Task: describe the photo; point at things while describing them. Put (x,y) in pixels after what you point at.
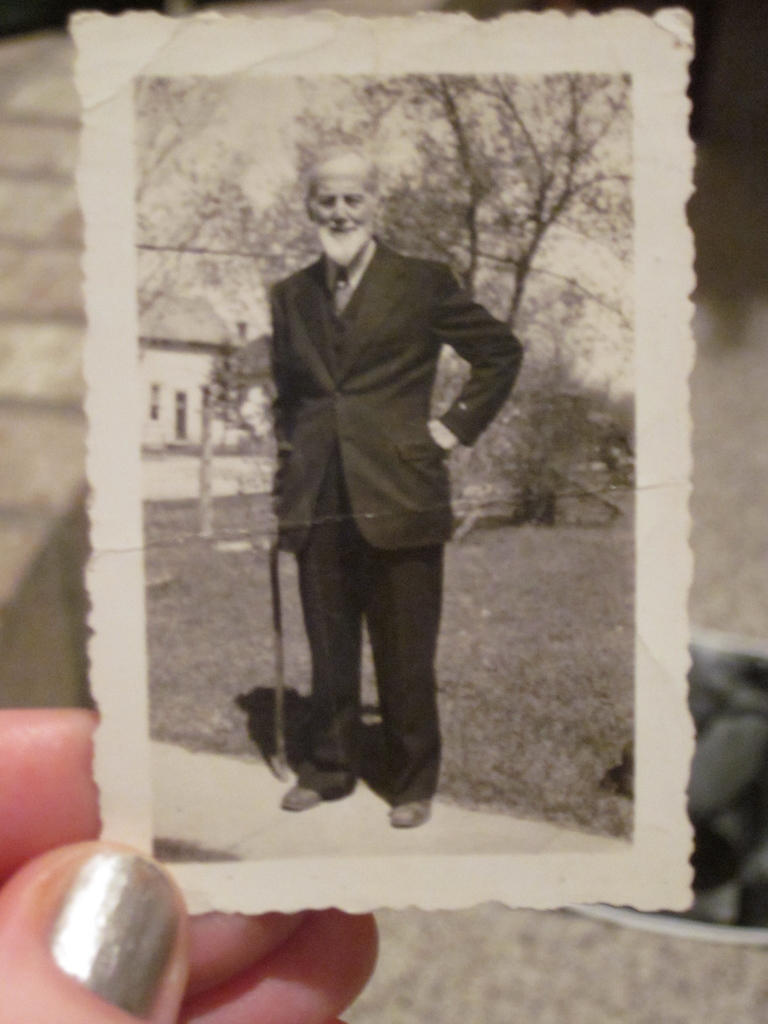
In the left bottom corner (144,906) we can see fingers (262,982) of a person (272,928) with a photograph (298,687) of a man (283,284) wearing suit (325,452) and holding a walking stick (276,612). Behind him there are trees (430,180) and a building (192,344).
